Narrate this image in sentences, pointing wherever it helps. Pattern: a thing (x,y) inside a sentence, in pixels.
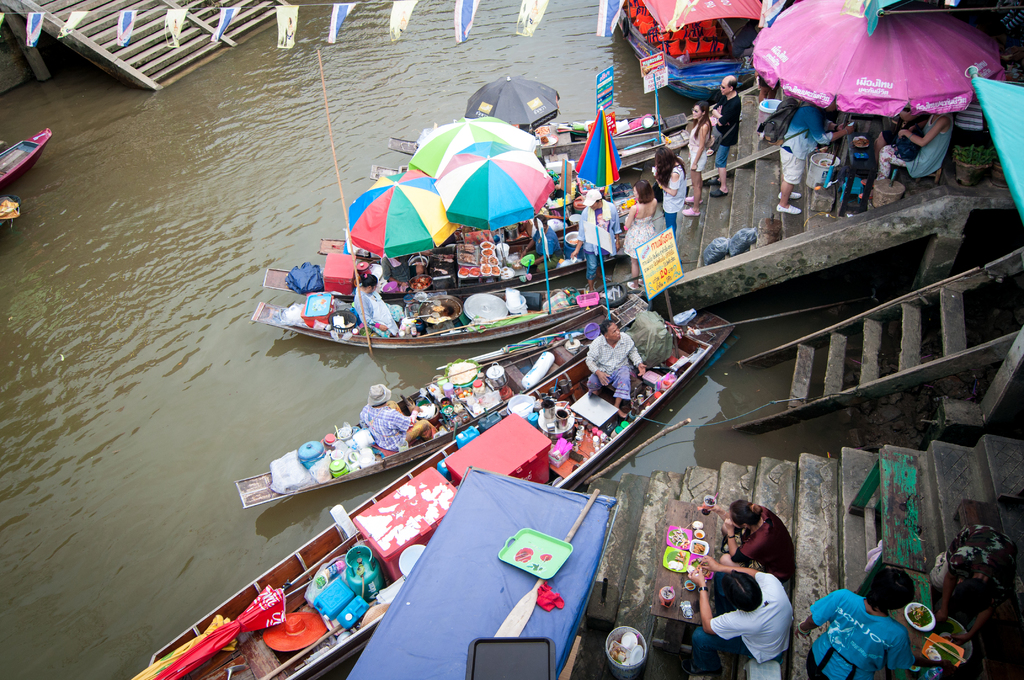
This is an outside view. Here I can see few boats (385,342) on the water (195,366). On the boats (533,355) few people (600,358) are sitting and there are many boxes (412,506) and other objects (457,413). There are few people (715,183) standing on the stairs (746,136) and also I can see few umbrellas (426,172). On the right side (831,329) there is a ladder (841,365) and few people (749,560) are sitting on the stairs (828,525). There are few benches (912,523) placed on these stairs (787,485). At the top of the image (214,38) there are few flags (391,25) and also I can see the stairs (123,51).
